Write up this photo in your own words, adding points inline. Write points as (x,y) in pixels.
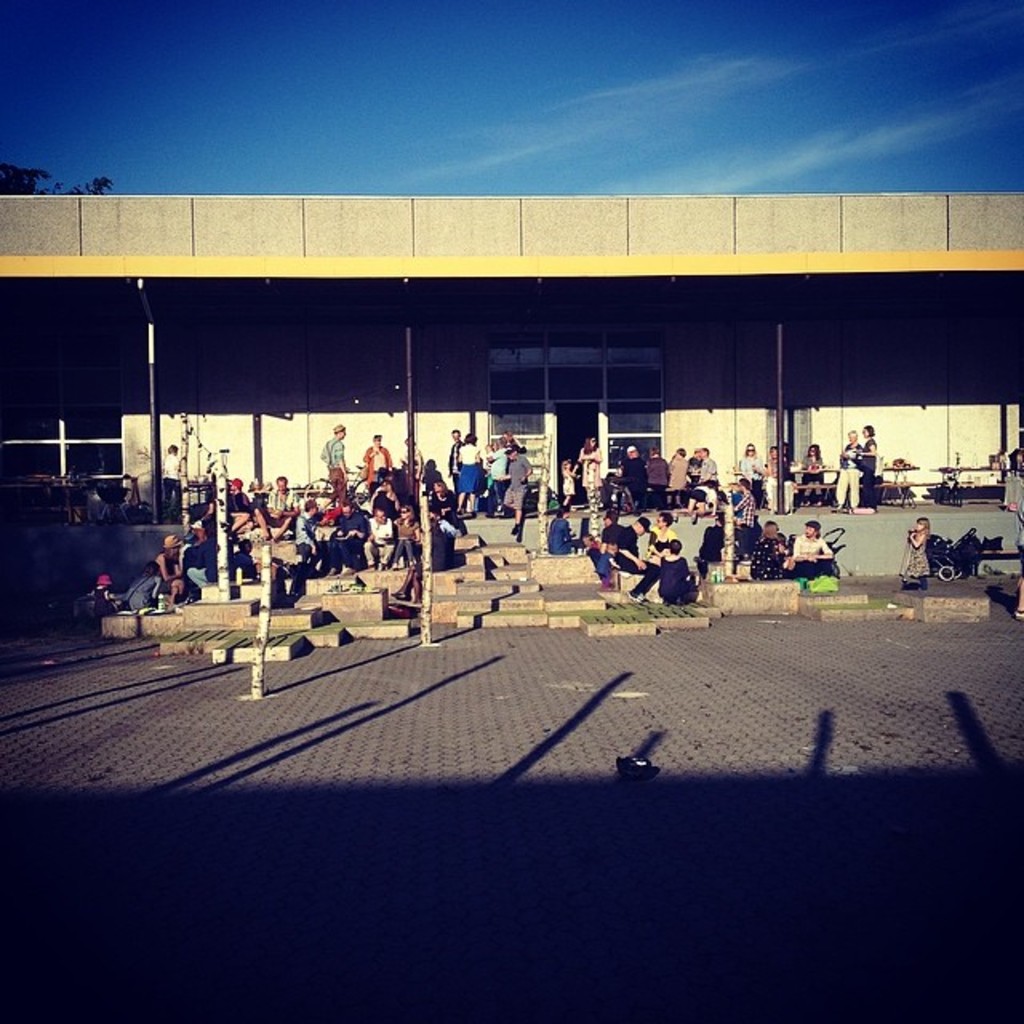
In the image I can see a place (461,377) where we have a roof (31,265) with poles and also I can see some people (332,454) sitting and standing.
